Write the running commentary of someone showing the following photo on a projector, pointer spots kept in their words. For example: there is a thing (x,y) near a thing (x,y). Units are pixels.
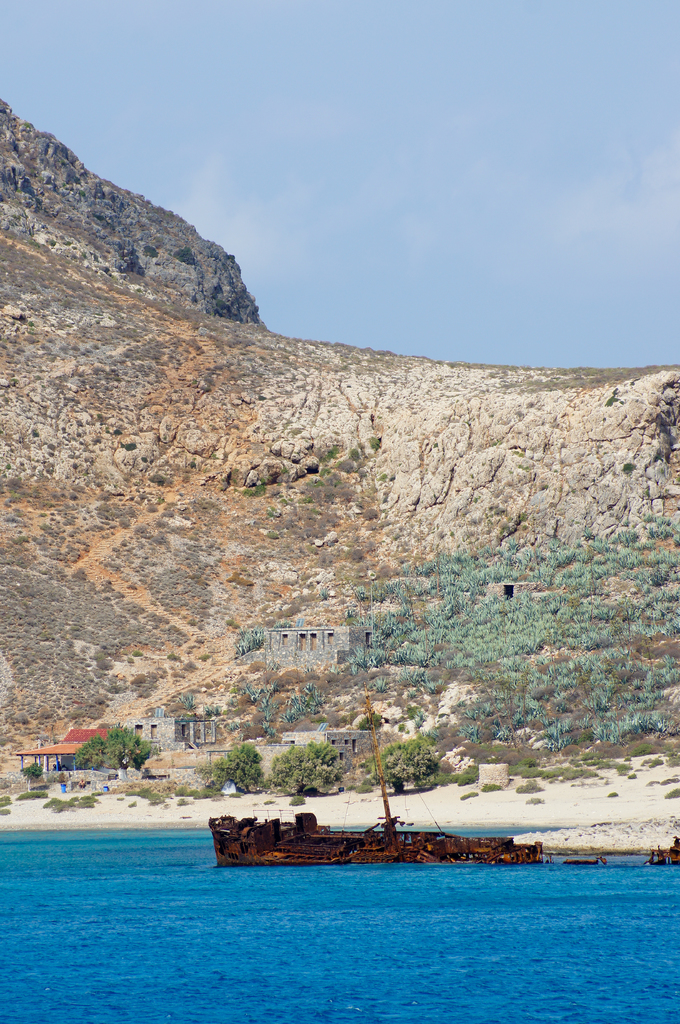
At the bottom of the image (272,854) there is water (201,834) with ship (359,854). Behind the water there is land (606,773) with small plants (575,773). And also there are few buildings (68,770). And there is a hill (85,510) with trees (98,761). At the top of the image (249,245) there is sky (380,242).
